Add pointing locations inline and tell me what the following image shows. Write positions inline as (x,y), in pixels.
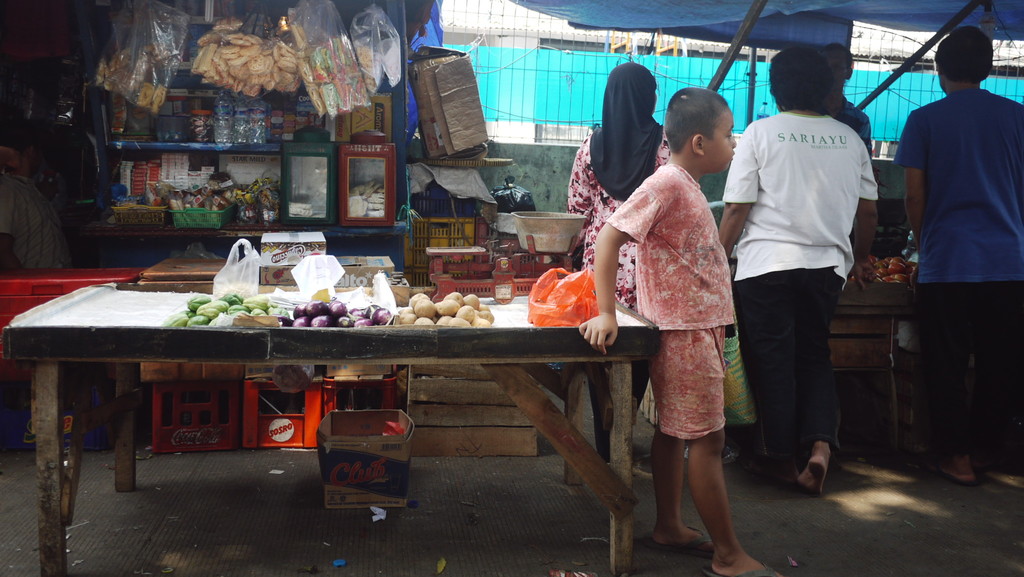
In this image, we can see a few people (990,202). Few people (29,239) are standing. Here we can see baskets (332,400), carton boxes (343,418), eatable things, bottles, some items (483,212), wall grill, rods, cover (605,20). Here there is a table (353,352) on the footpath (291,540). Few vegetables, covers (570,290), weighing machine (473,290) are placed on it.
